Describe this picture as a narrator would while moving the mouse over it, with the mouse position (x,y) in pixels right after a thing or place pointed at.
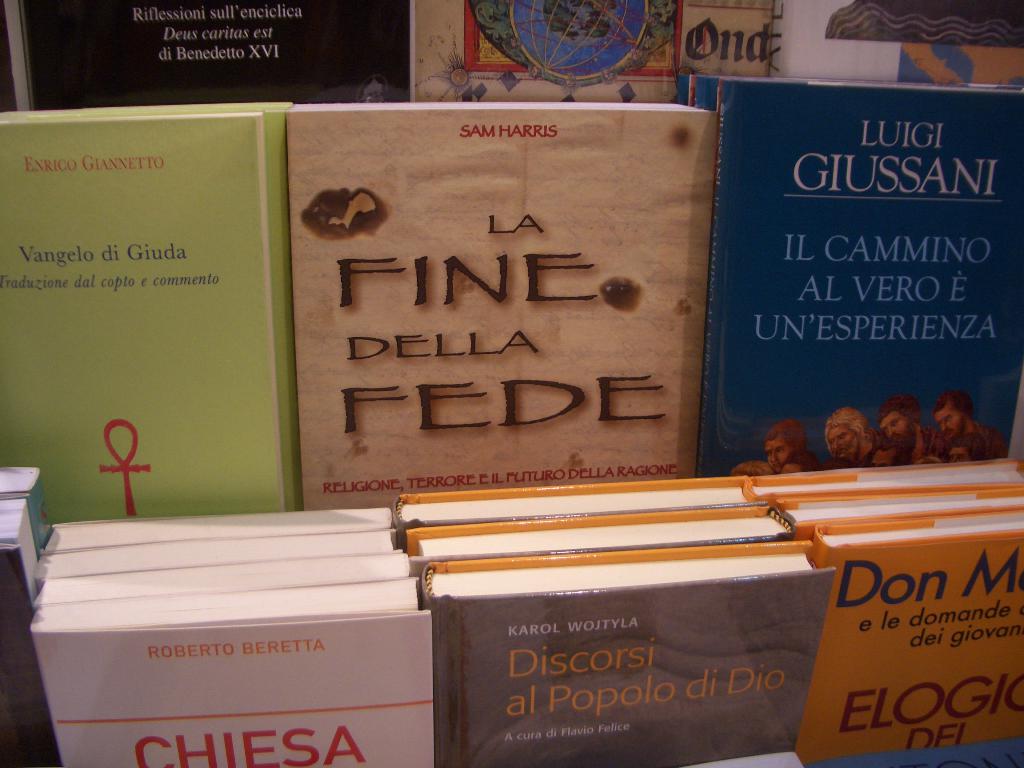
In this image we can see books (315,362) placed in the rows (549,200).
